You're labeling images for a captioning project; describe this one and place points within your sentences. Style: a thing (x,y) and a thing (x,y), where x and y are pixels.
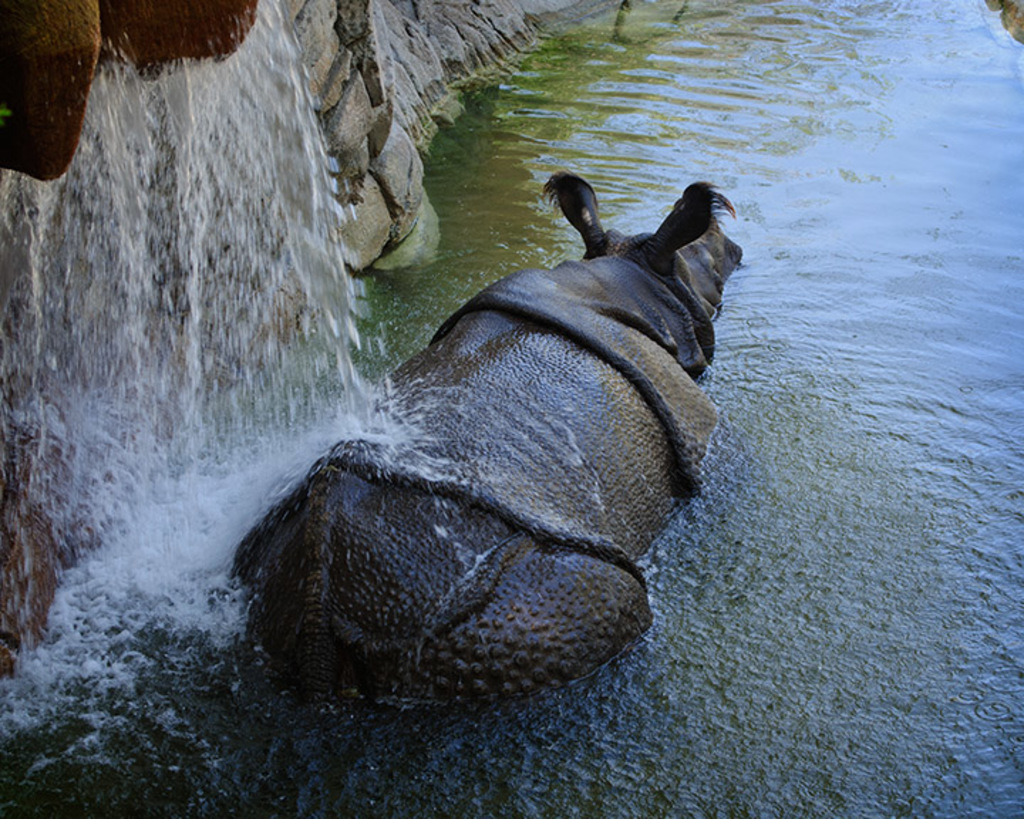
In the center of the image (510,342) we can see an animal (582,426) on the surface of the water (854,368). On the left (220,247) we can see the water (146,287) falling on the animal (416,472).
